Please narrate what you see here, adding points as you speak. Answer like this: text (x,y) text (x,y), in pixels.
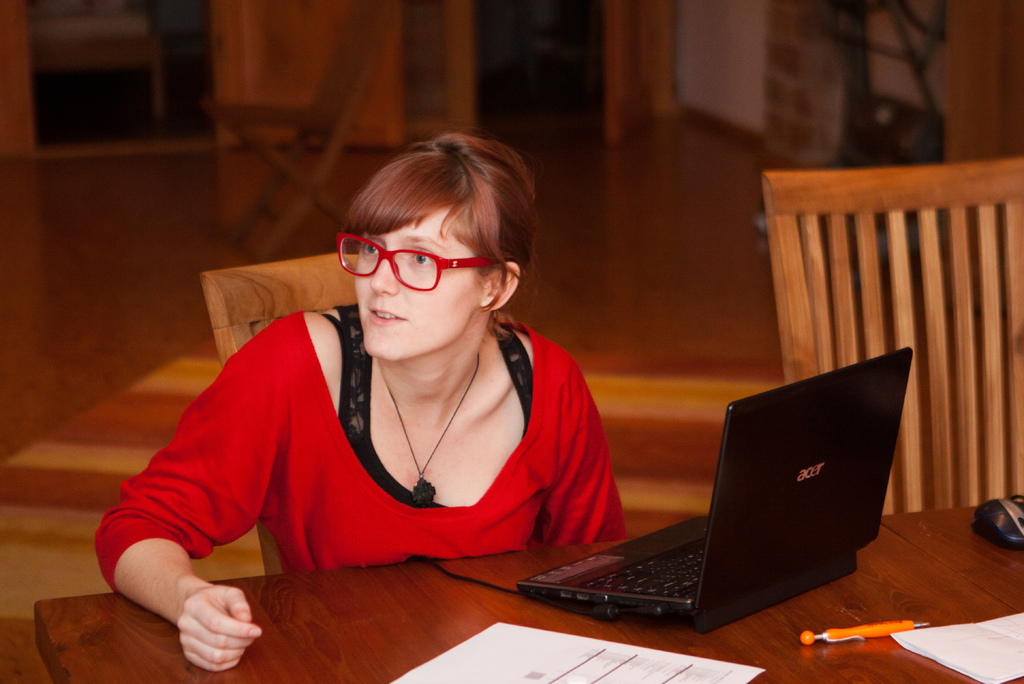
In this image, There is a table (89,644) which is in brown color on that table (509,611) there is a laptop (748,516) in black color, There are some papers (665,674) on the table (862,675), There is a girl (269,491) sitting on the chair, In the background (852,224) there is a floor (112,193) which is in brown color and there are some brown color doors (318,53).
